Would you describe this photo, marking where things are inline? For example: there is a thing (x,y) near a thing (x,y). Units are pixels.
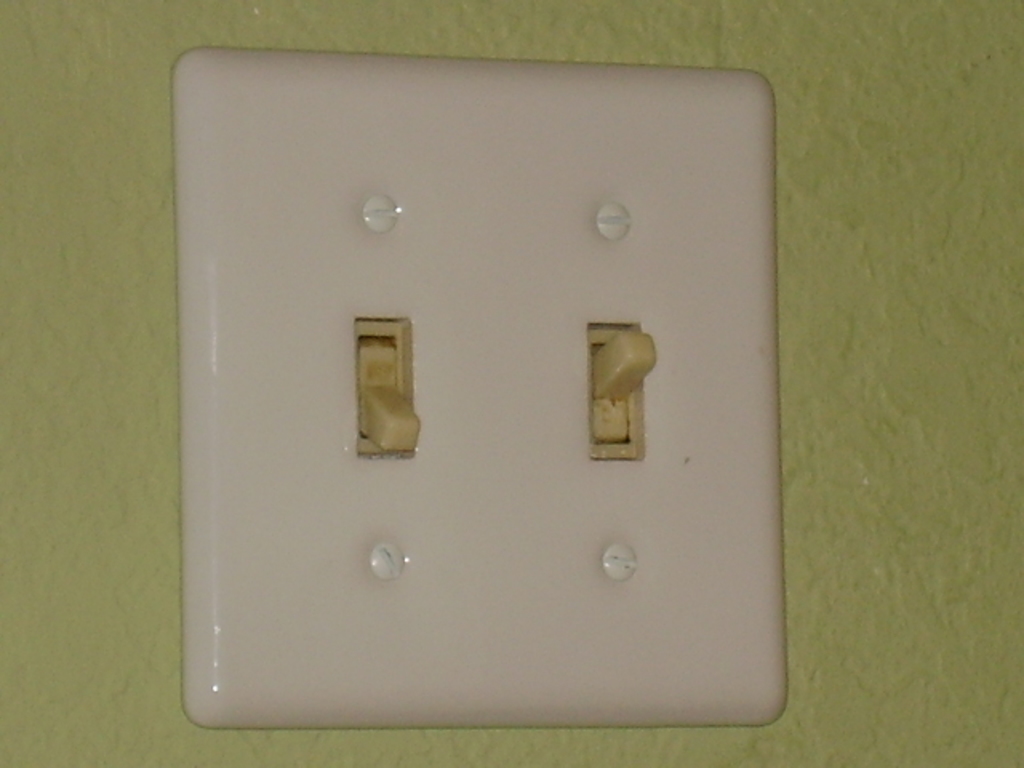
In this image, we can see a switch board (726,395) on the wall (80,474).
